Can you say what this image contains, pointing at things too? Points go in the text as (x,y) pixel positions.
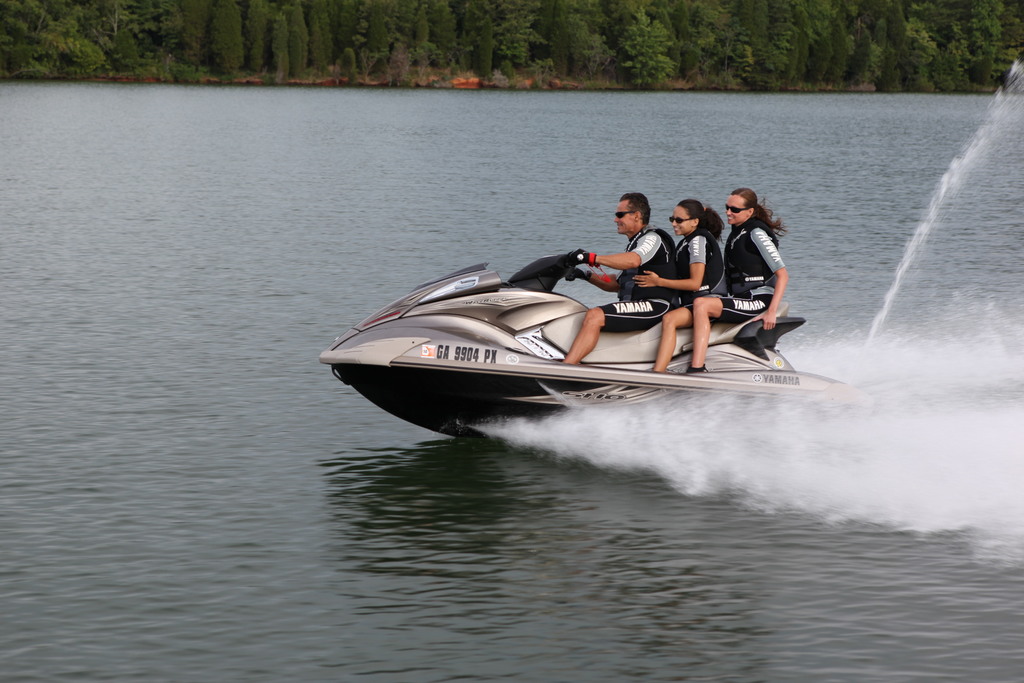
In this image a person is driving a jet ski (407,387) and two people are sitting behind them, there are trees (287,21) in the background (633,66).
